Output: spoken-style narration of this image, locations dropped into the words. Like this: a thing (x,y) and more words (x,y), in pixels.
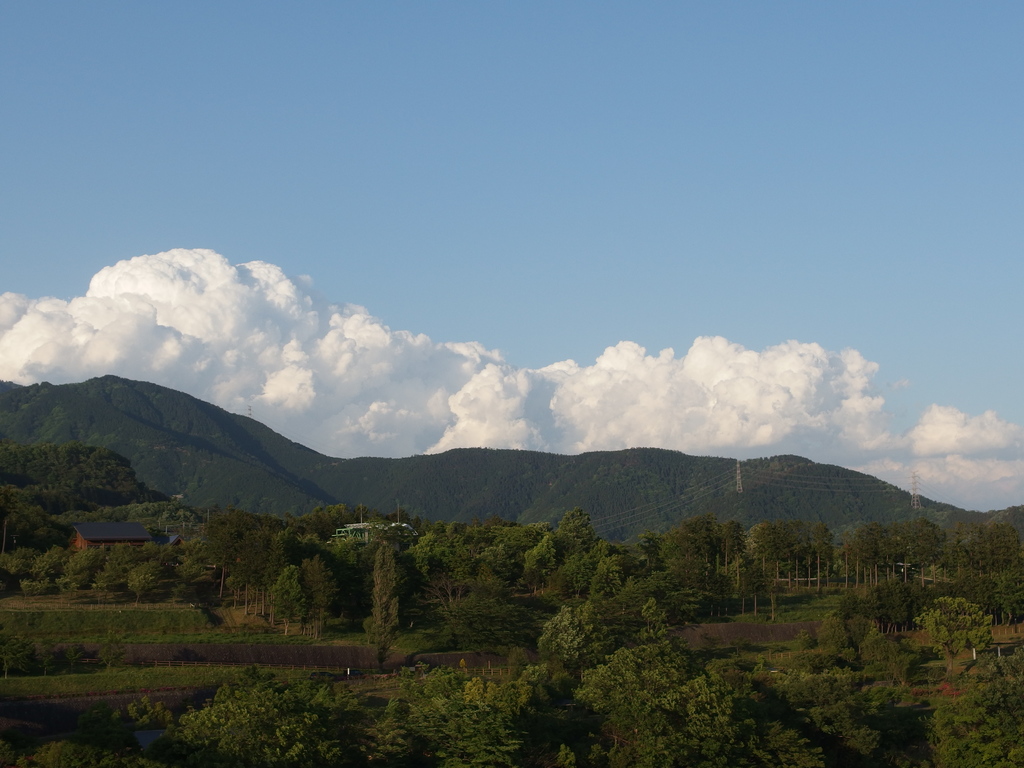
In this image there are transmission towers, buildings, trees (449,630), plants (142,761), hills (603,481), sky (670,248).
